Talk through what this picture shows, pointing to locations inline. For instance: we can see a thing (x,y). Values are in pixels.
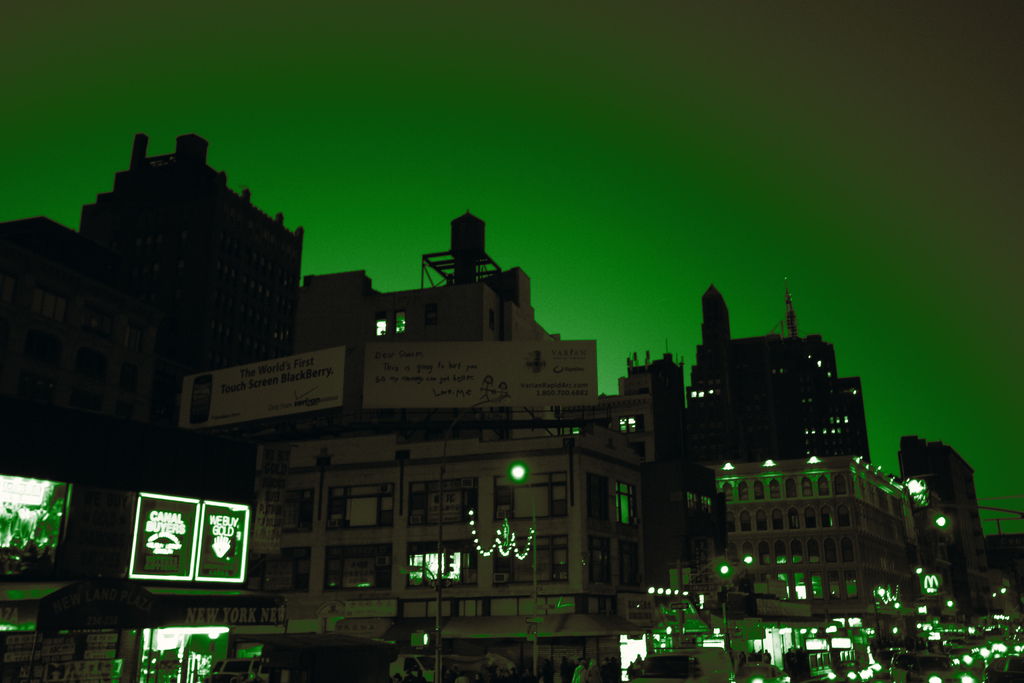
In this picture there are buildings (774,525) in the center of the image (593,432).
